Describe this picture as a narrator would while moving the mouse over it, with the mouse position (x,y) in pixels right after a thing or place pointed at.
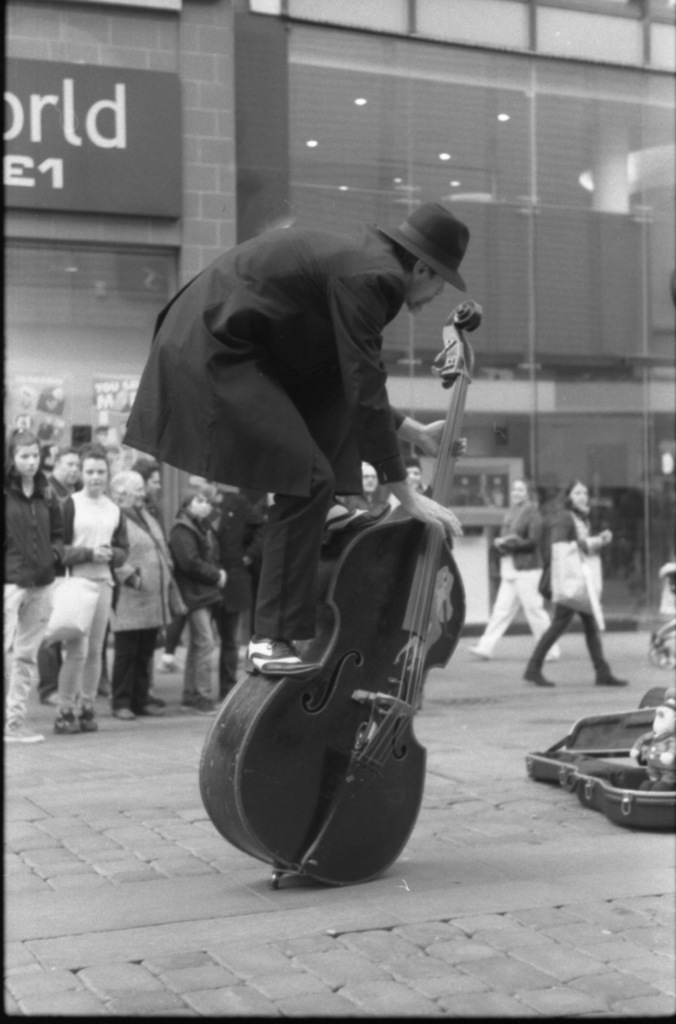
In this image I can see a person (315,566) standing on the cello (386,704). Also there is a cello case (584,773) and toy (640,749) on the ground (565,812), there are group of people (151,566), there is a building (252,106) and a name board (152,71) in the background (165,57).
